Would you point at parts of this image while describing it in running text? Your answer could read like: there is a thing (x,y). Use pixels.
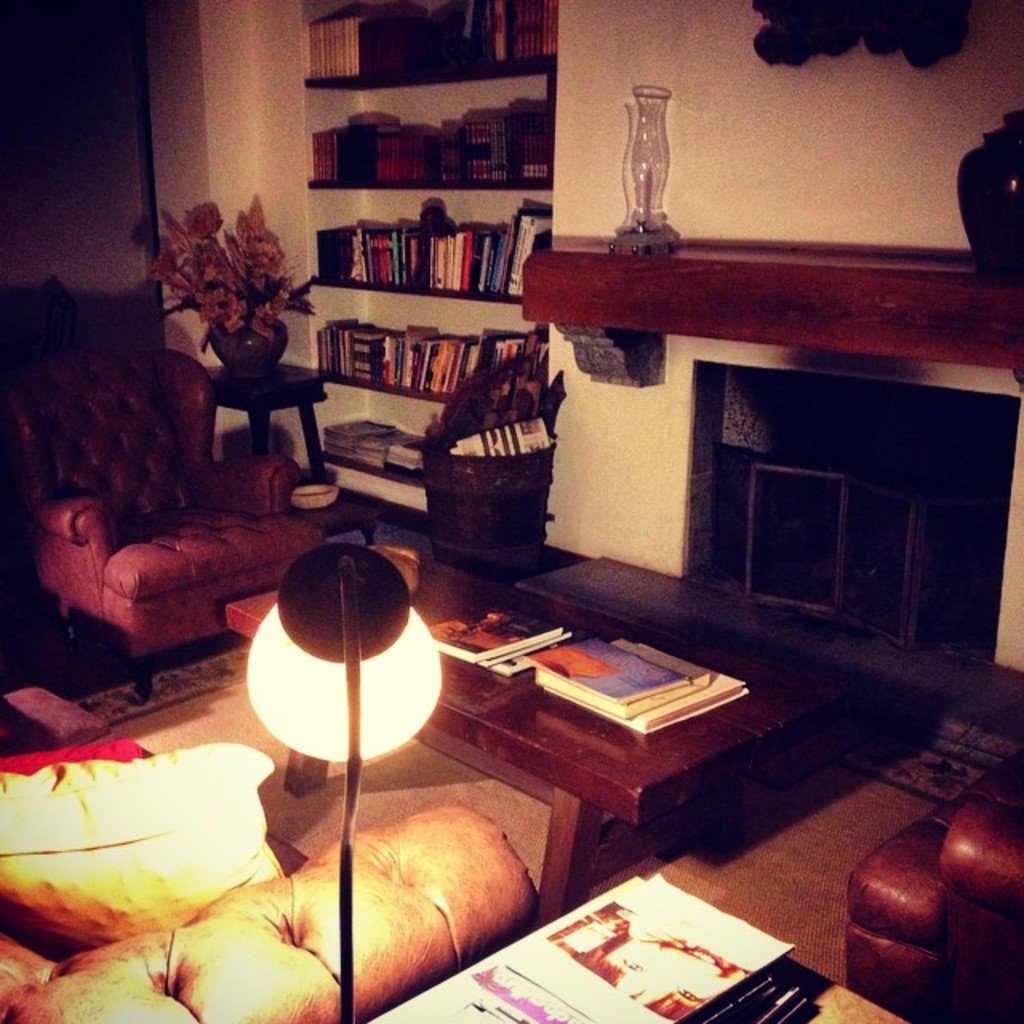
This picture might be taken inside the room (815,737). In this image, we can see a couch (974,980). On the left side (57,548), we can see another couch (127,420). In the middle of the image (560,664), we can see a table (598,907), on that table (535,1000), we can see some books (661,714), lamp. In the left corner (268,902), we can also see another couch (291,871), on that couch (282,886), we can see a pillow (159,801). In the middle of the image (526,666), we can see a table (730,729), on that table (710,725), we can see some books (623,698). In the background (436,251), we can see some books (447,282) in a shelf (439,183), table (322,388), flower pot (276,345), plant (237,237), glass jar (647,171) and a wall (768,358).
